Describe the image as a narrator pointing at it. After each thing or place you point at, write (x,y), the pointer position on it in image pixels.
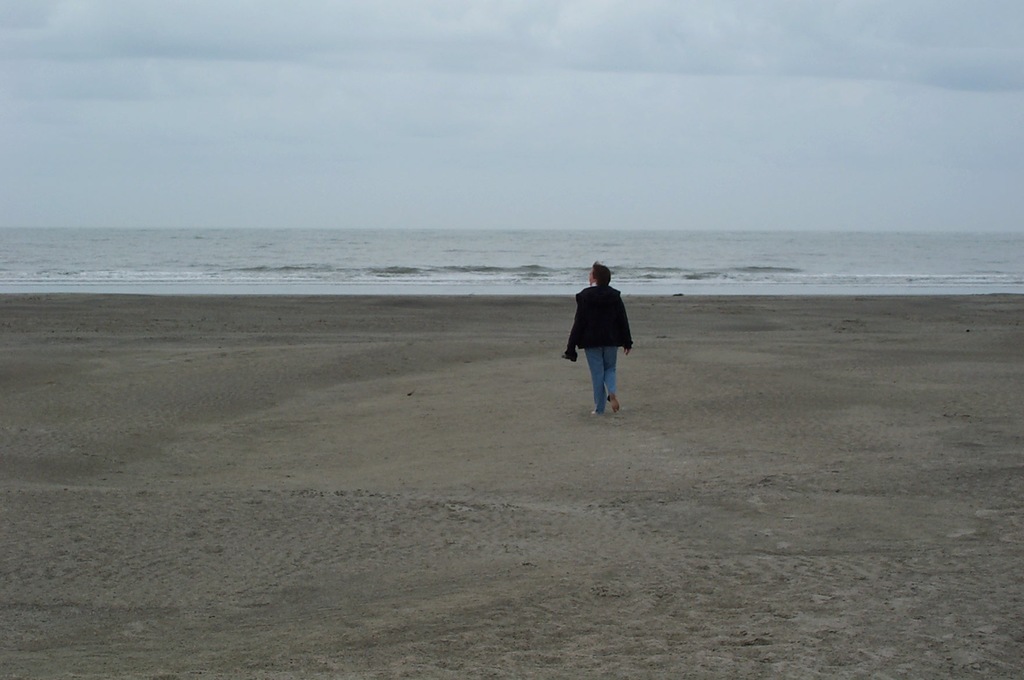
In this image a person (608,349) is walking in the sea beach (551,396). In the background (320,266) there is sea (208,249) and sky (438,76).
